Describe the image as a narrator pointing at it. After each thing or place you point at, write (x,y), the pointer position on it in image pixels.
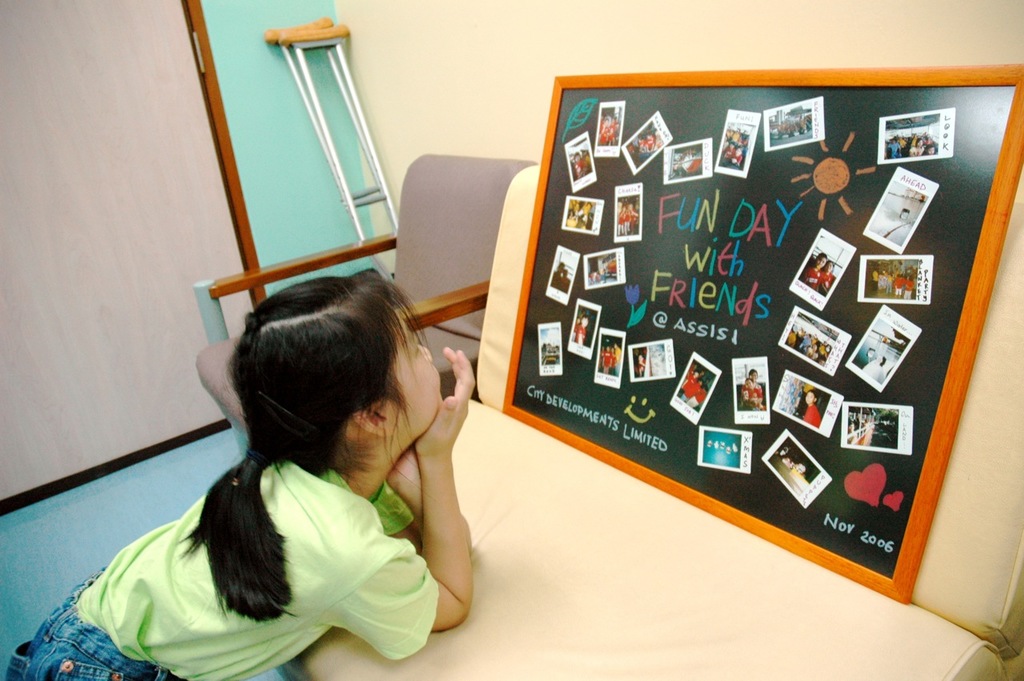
In the picture we can find a girl (354,405) leaning on the chair (501,408) and watching the board collage (691,312). In the background (344,112) we can find one chair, stands (313,124), door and a wall (260,153). The girl (54,654) is wearing green T-shirt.
